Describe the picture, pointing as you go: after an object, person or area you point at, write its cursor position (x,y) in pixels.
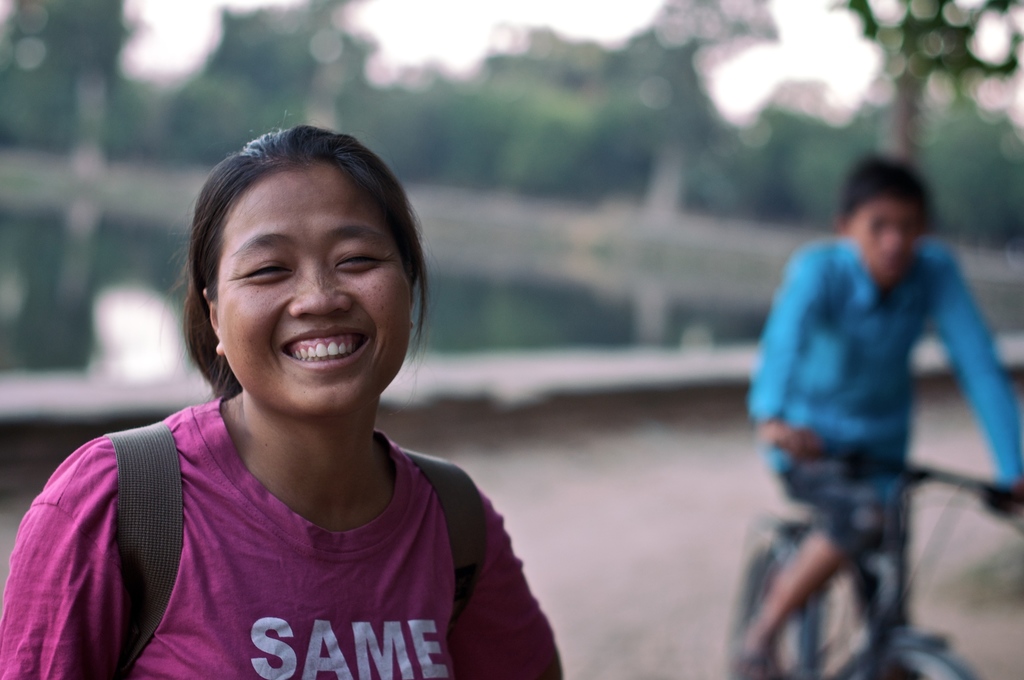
There is a woman (114,647) on the left side (39,631) and she is smiling. There is a boy (895,182) on the bicycle (934,677) and he is on the right side (775,452).
